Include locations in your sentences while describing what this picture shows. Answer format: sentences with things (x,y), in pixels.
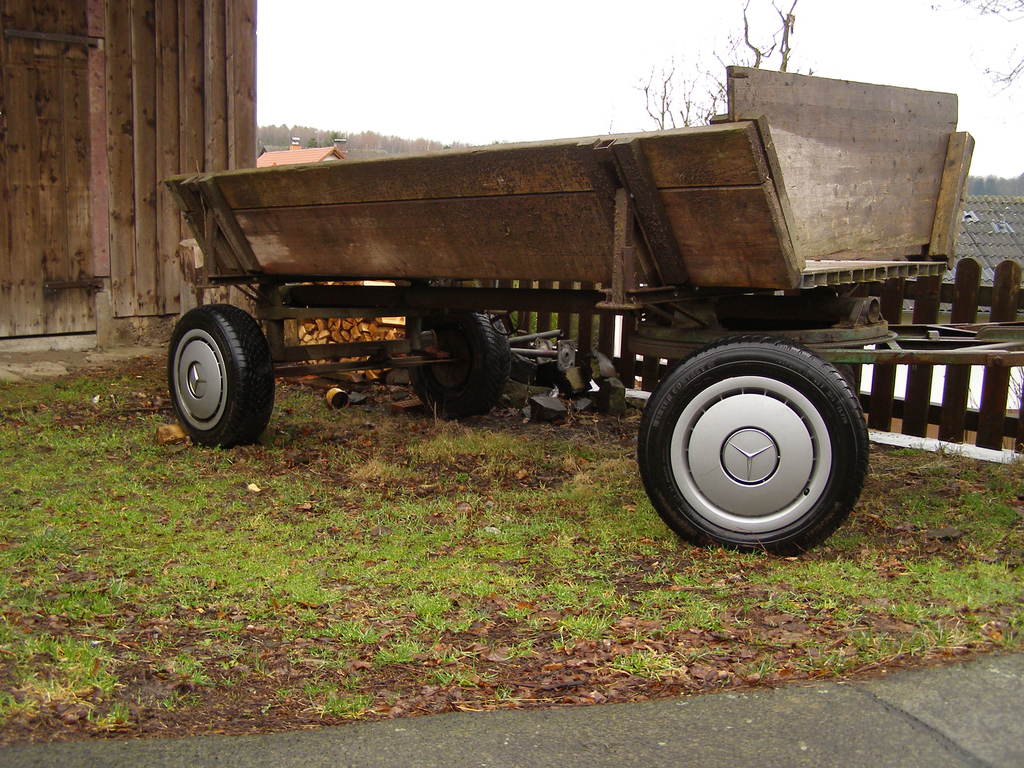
In this image we can see the vehicle (780,244) on the ground (589,505) and we can see a wall (191,125) with a door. In the background (973,381), we can see a shed (966,230), fence (926,397), trees (992,186) and sky (520,15).
